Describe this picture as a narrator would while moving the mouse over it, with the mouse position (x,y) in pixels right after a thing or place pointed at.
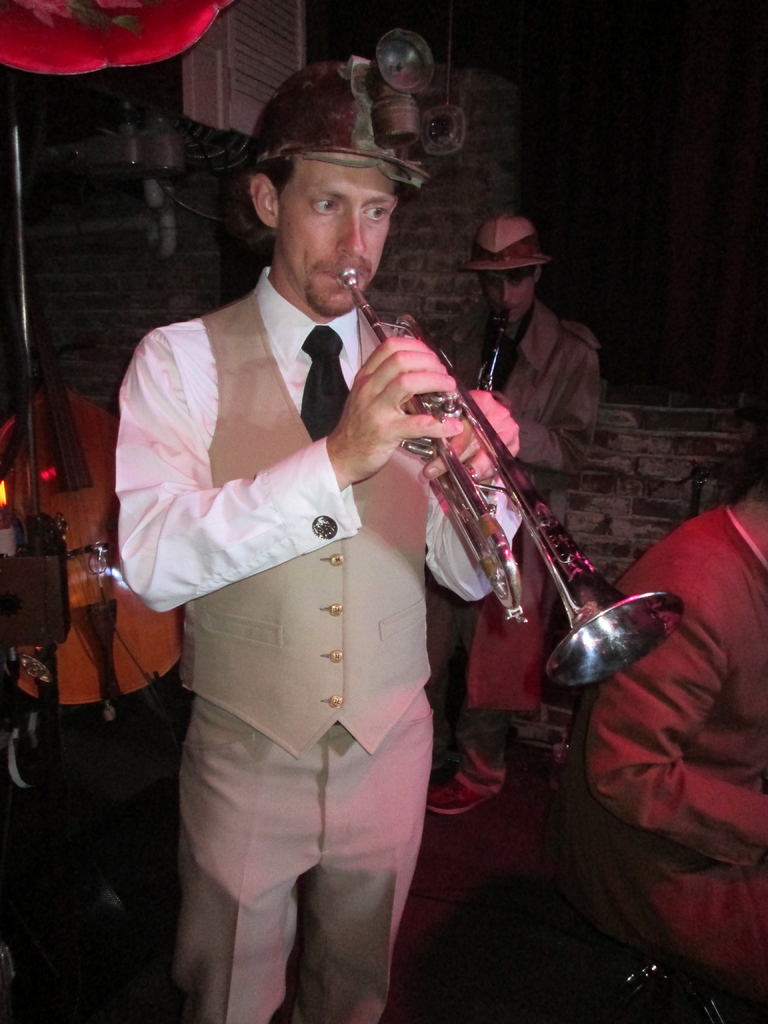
In this image there is a man (325,442) standing and playing musical instrument (603,593), behind him there is a person (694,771) and some musical instruments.
